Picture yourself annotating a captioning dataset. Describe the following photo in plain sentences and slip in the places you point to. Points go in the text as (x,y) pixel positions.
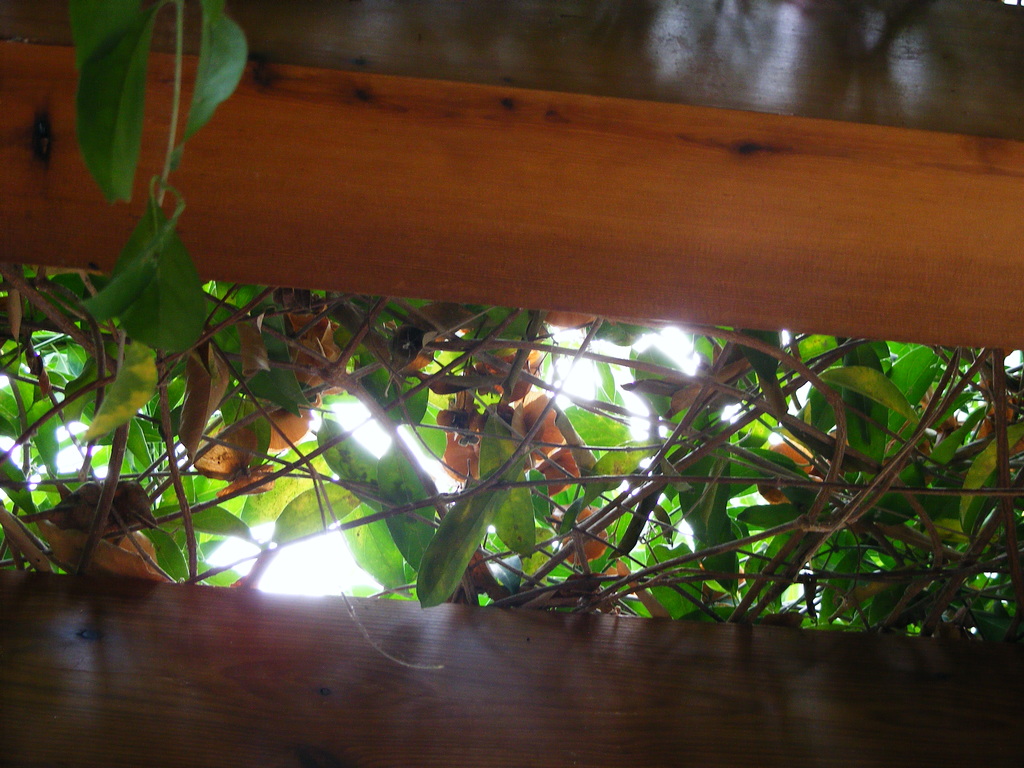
In this image there are plants (464,513) and wooden poles (429,182).
